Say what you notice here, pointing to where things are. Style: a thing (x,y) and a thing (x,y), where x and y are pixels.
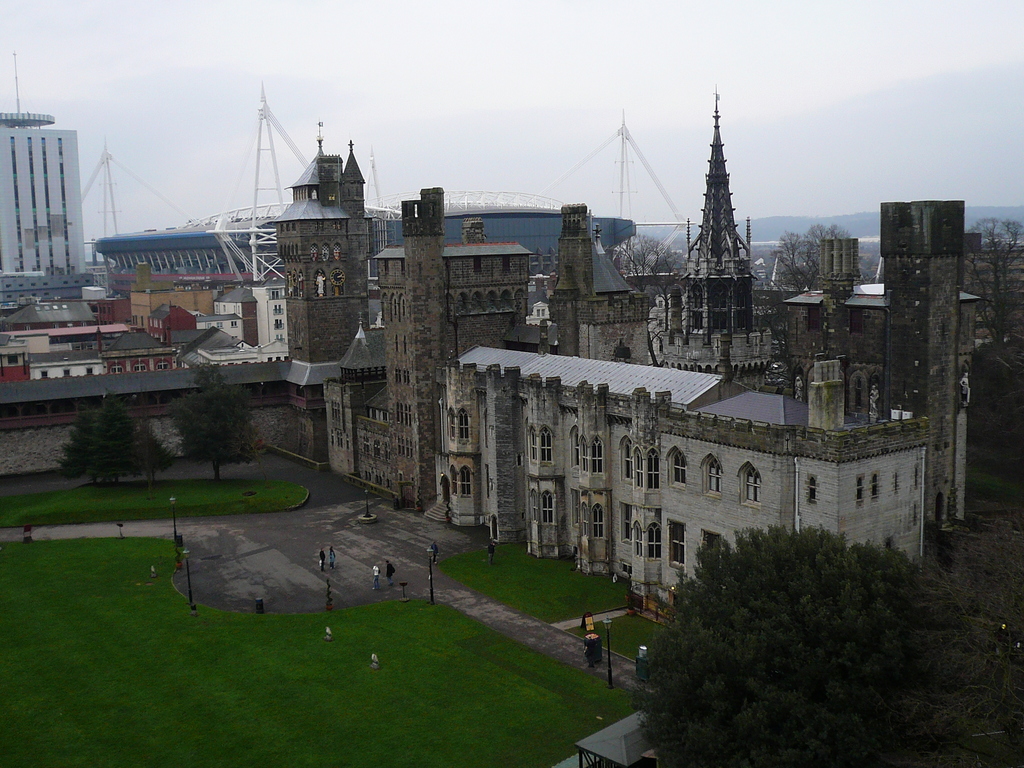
In this picture I can observe buildings (509,371). There are trees (212,410). I can observe some grass (242,661) and poles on the ground (325,553). In the background (356,58) there is a sky (307,74).
